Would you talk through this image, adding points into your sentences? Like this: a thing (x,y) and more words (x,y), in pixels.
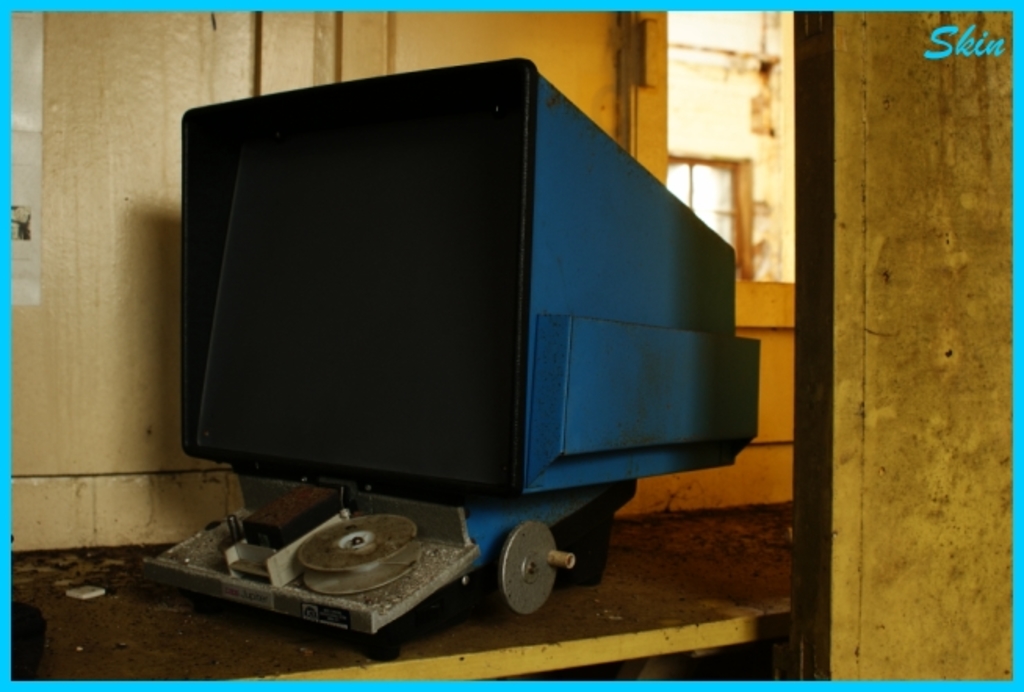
In this image we can see a machine (383,596) on the wooden surface (410,660). In the background (146,398), we can see a wall (256,78) and a window (714,166). It seems like a door (899,291) on the right side of the image (876,199).
